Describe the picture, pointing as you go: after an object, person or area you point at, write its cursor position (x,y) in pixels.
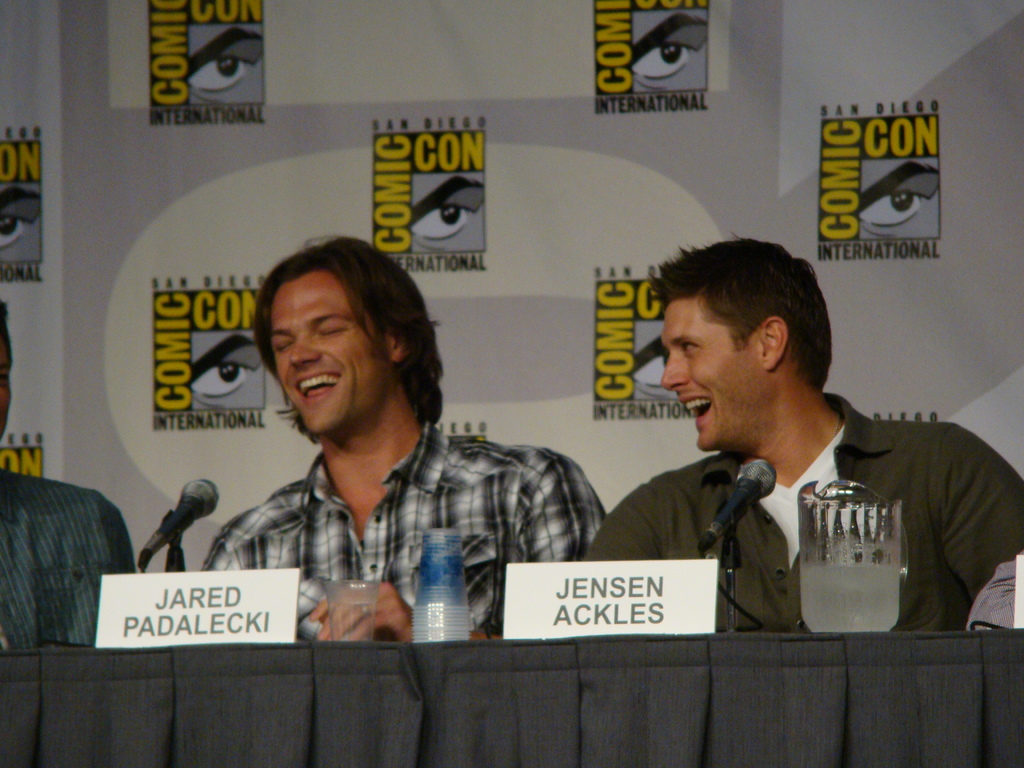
In this image we can see this person (969,547) wearing grey T-shirt (764,615), this person (540,526) wearing checked shirt (294,547) are sitting near the table (723,637) and smiling. Here we can see another person (7,547) sitting here. Here we can see name boards (712,618), jar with drink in it, glasses (333,631) and mics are kept on the table (48,679) with black color cloth (724,691) upon it. In the background (545,59), we can see the banner (195,262) with logos (909,108) on it.
